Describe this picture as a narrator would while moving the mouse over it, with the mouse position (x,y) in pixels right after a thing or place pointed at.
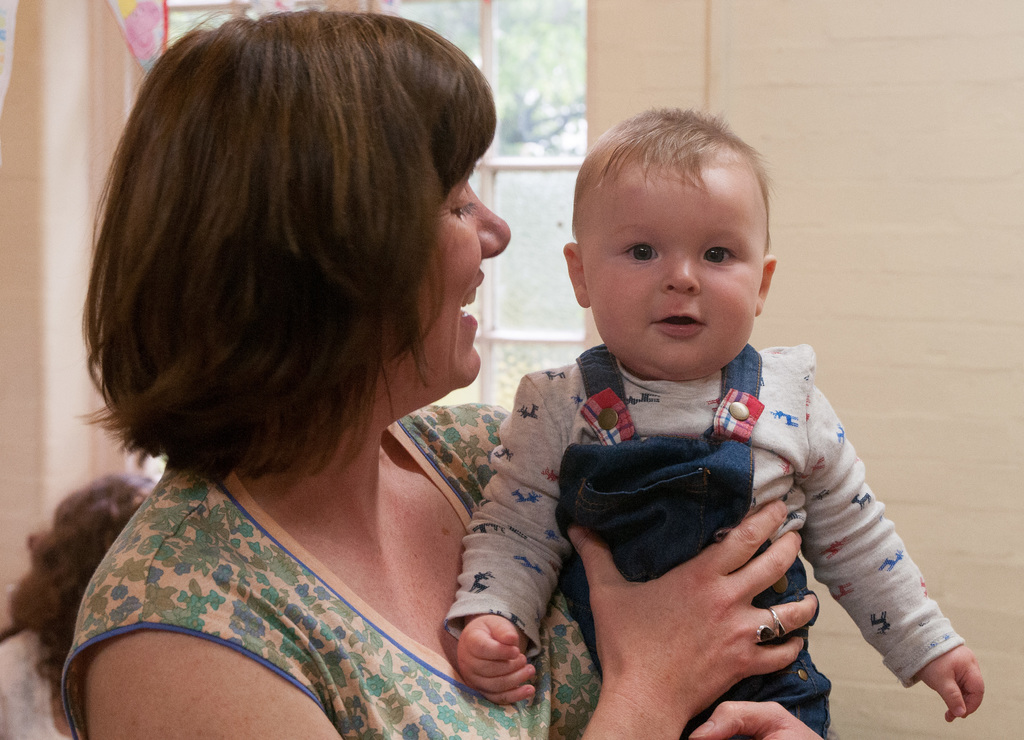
In the picture I can see a woman (427,603) wearing a dress (259,571) is standing here and carrying a child (672,505). The background of the image (802,230) is slightly blurred, where we can see another person (20,597), the wall (724,14) and I can see glass windows (495,87) through which I can see trees (549,18).
